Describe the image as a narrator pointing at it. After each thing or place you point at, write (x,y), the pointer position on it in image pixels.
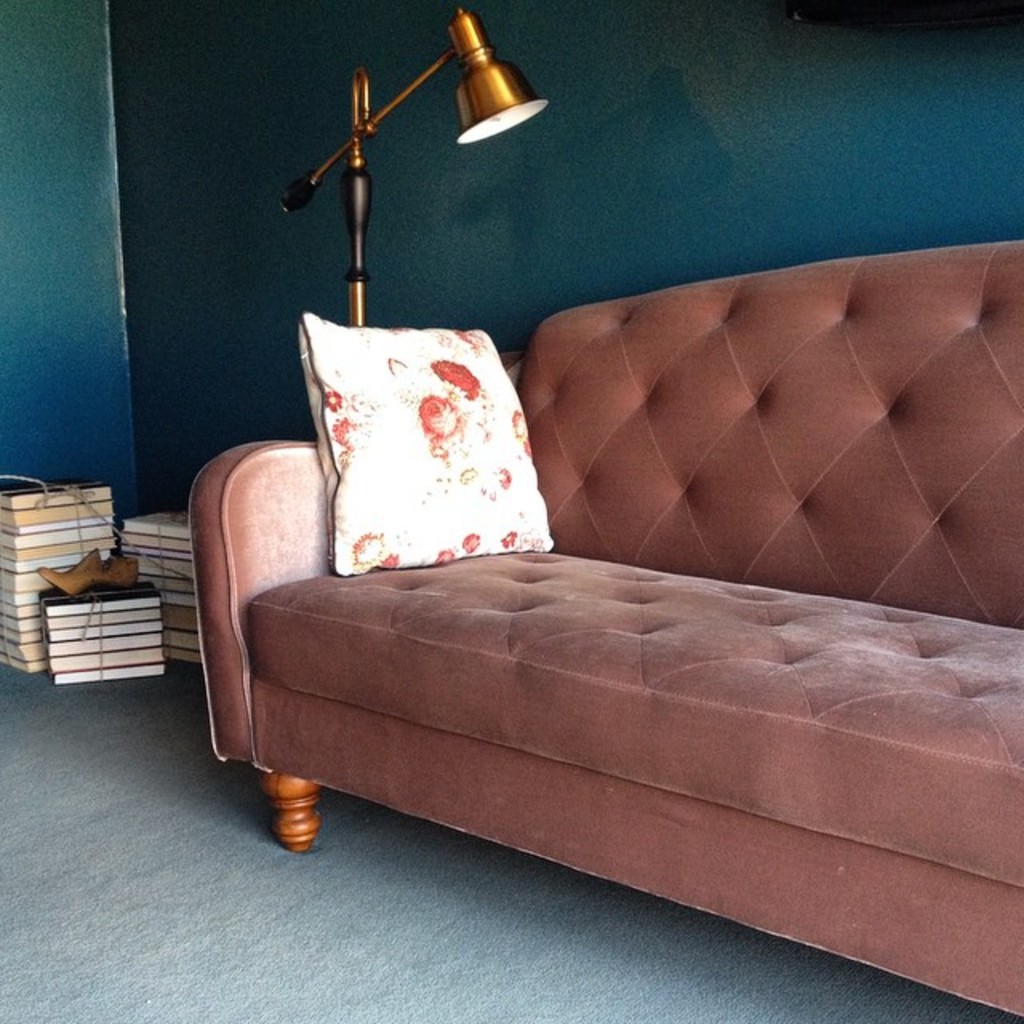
In this image there is a sofa (662,386) and a pillow (426,444) on it and there is a lamp (485,125) behind it. At the bottom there are books (51,515) and a shoe (106,584). at the background (662,187) there is a wall (672,95).
